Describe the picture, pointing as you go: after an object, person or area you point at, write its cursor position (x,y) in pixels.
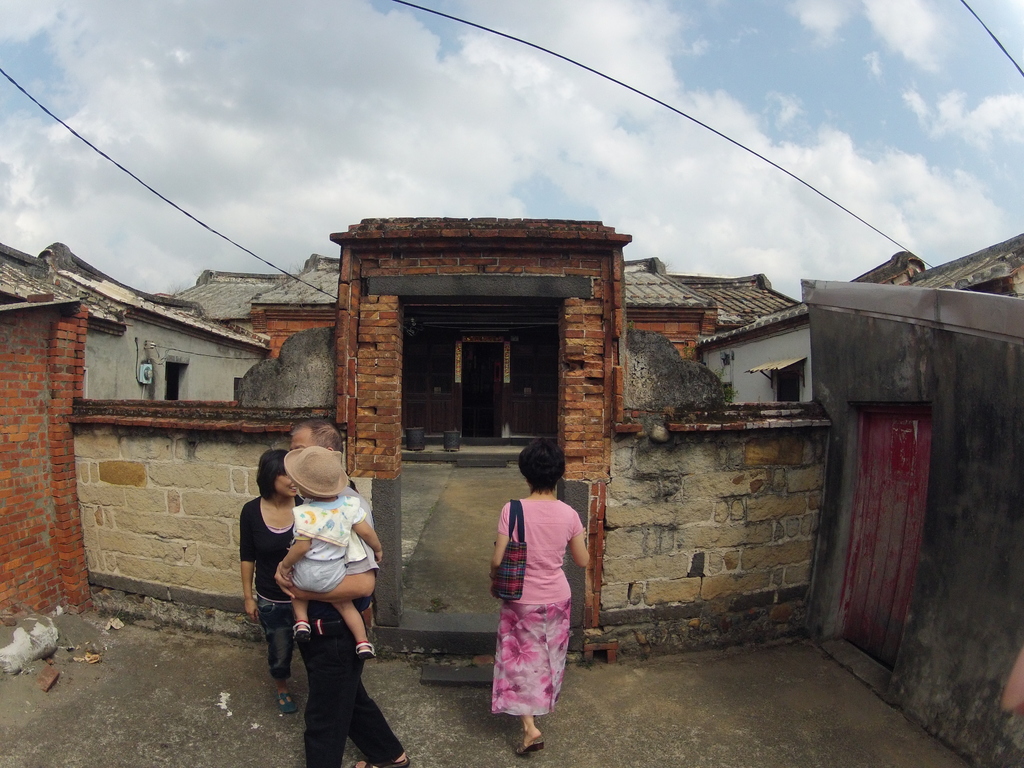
Here people (542,660) are standing, this is a house (852,381) and a sky (815,156), these are cables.
